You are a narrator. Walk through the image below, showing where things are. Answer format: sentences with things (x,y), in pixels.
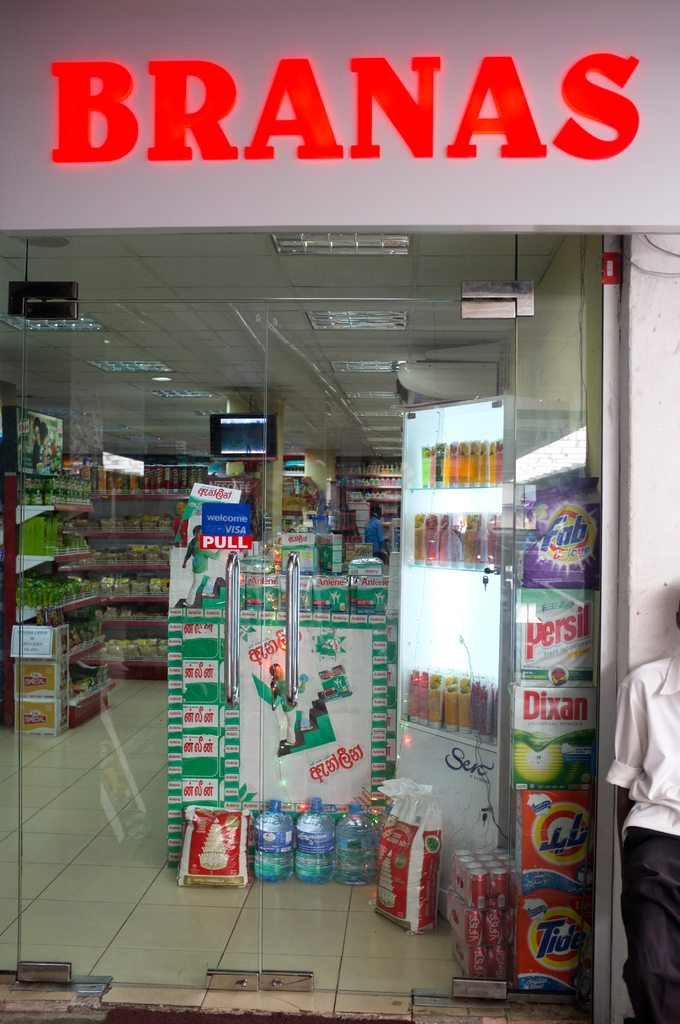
In this picture I can observe a store (219,549). On the top of the picture (261,131) I can observe some text (564,129). There is a glass door (128,592) in middle of the picture (443,483).
